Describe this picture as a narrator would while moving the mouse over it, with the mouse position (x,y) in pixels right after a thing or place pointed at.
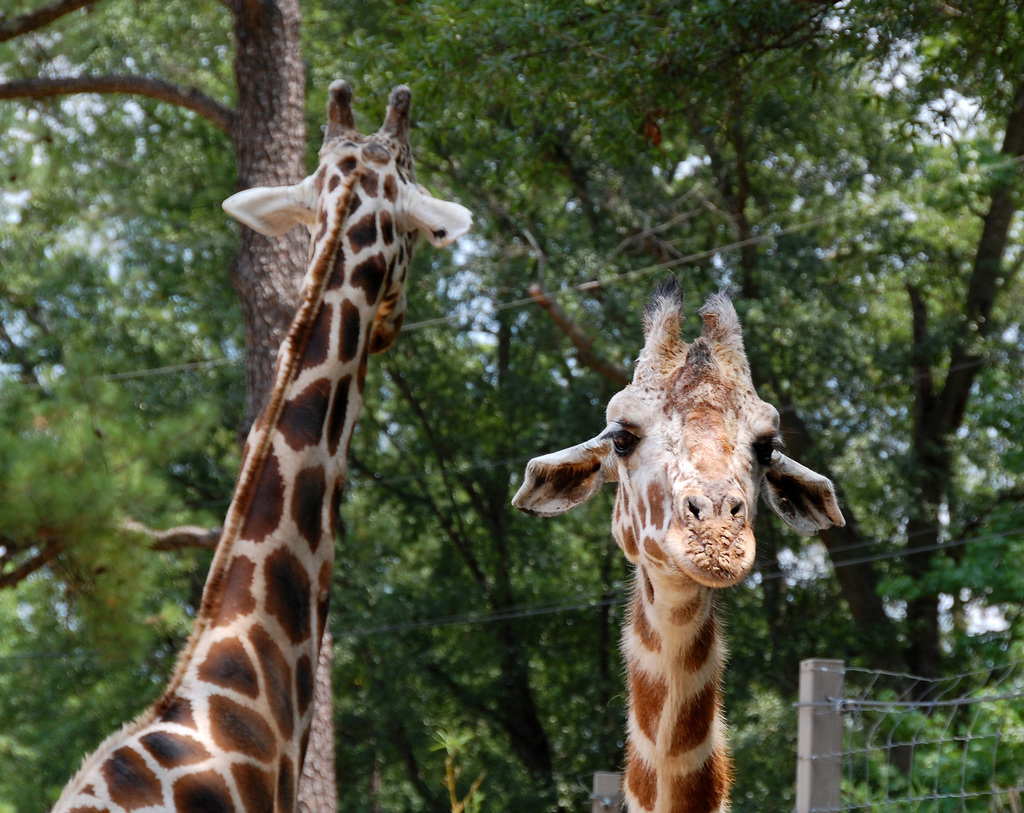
In this picture I can see two giraffes (527,485). I can see trees (493,481) in the background (521,315). I can see the metal grill fence (847,709) on the right side (883,713).
